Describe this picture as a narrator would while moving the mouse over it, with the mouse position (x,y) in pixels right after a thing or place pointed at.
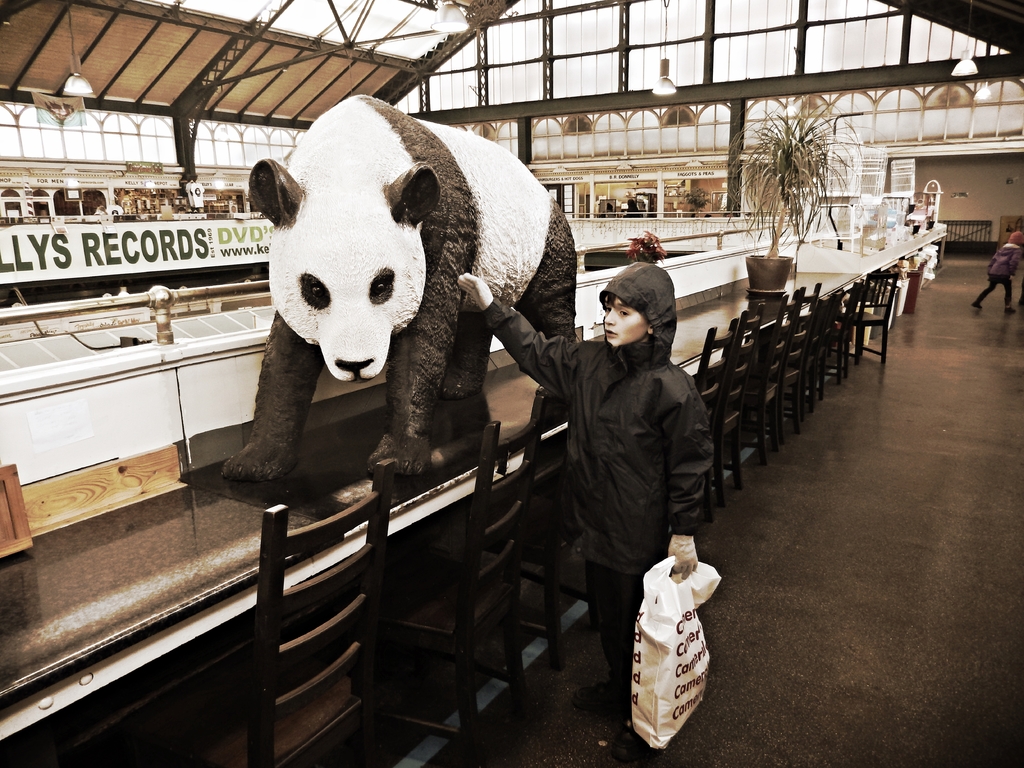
Here in this picture we can see a child (633,486) holding a cover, standing over a place and in front of him we can see a bear statue (389,242) present and we can also see number of chairs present over there and we can see some plants (797,230) present and we can also see hoarding (96,233) present and we can also see shed (145,40) covered all over there and we can see lights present on the roof (237,96).
